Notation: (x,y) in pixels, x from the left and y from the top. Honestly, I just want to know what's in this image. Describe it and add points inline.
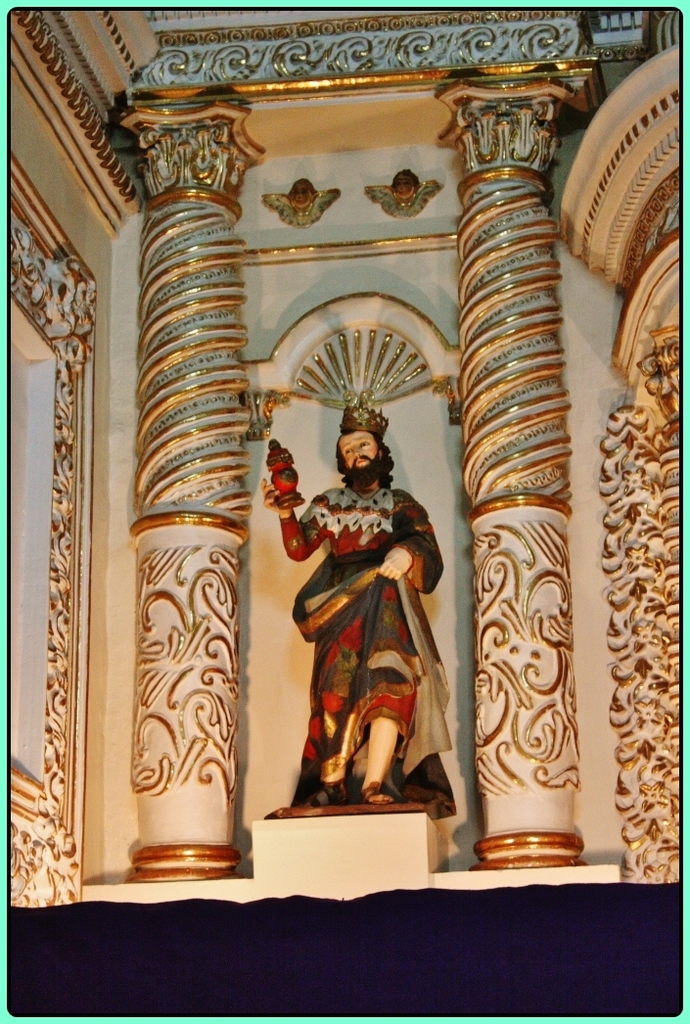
In the image in the center (341,354) we can see building (653,696), wall (25,332), pillars (534,345), roof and one human statue (330,624).
